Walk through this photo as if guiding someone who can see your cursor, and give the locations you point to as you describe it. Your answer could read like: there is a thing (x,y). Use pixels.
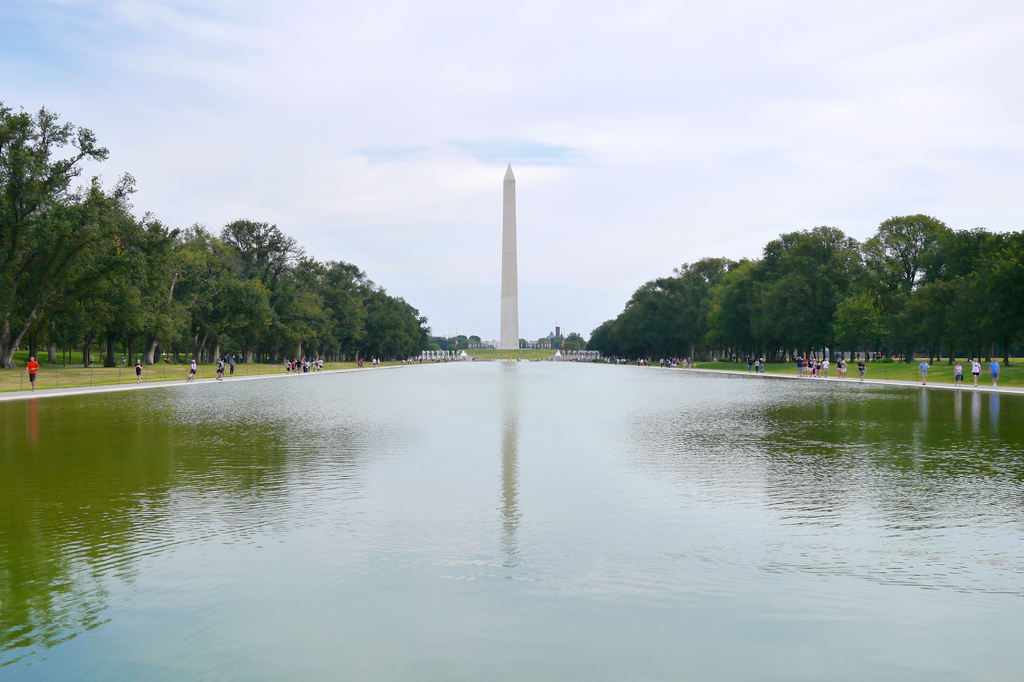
In this image, we can see a lake (540,449) in between trees (651,294). There are some persons (313,363) on the left (301,359) and on the right side of the image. There is a tower (506,256) in the middle of the image (513,269). In the background of the image (571,208), there is a sky (509,72).
